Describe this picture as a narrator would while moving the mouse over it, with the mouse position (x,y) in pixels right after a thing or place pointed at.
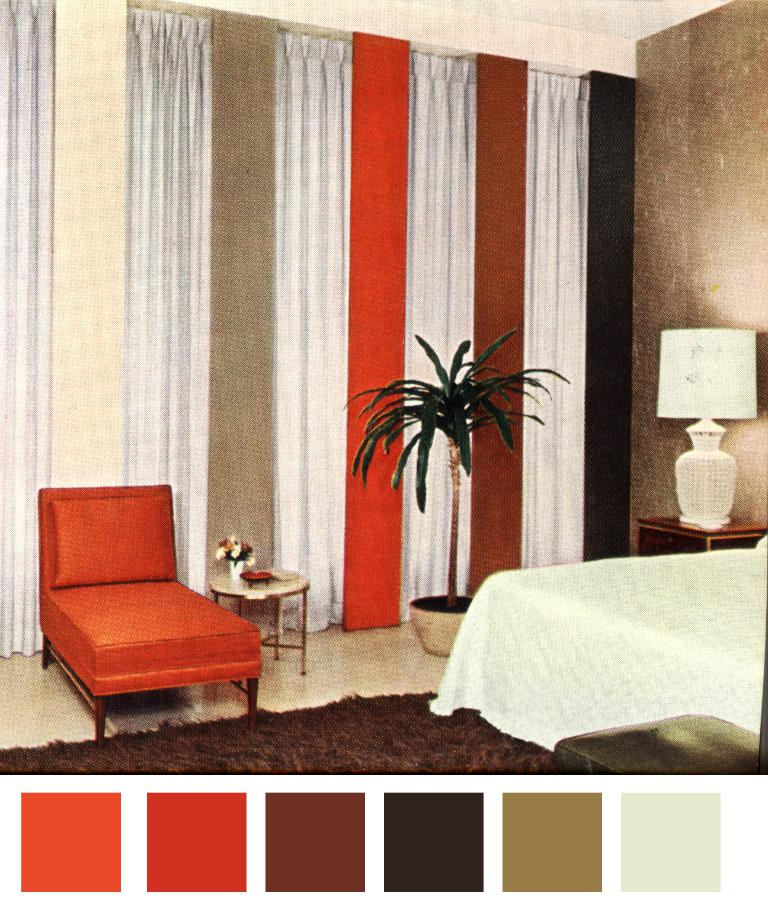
In this image can see the color chart (50,809), the bed (597,639), a lamp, a plant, the curtain (525,439), the wall (716,202) and a couch (233,621). I can see the floor mat (330,733) and the floor (362,660).
